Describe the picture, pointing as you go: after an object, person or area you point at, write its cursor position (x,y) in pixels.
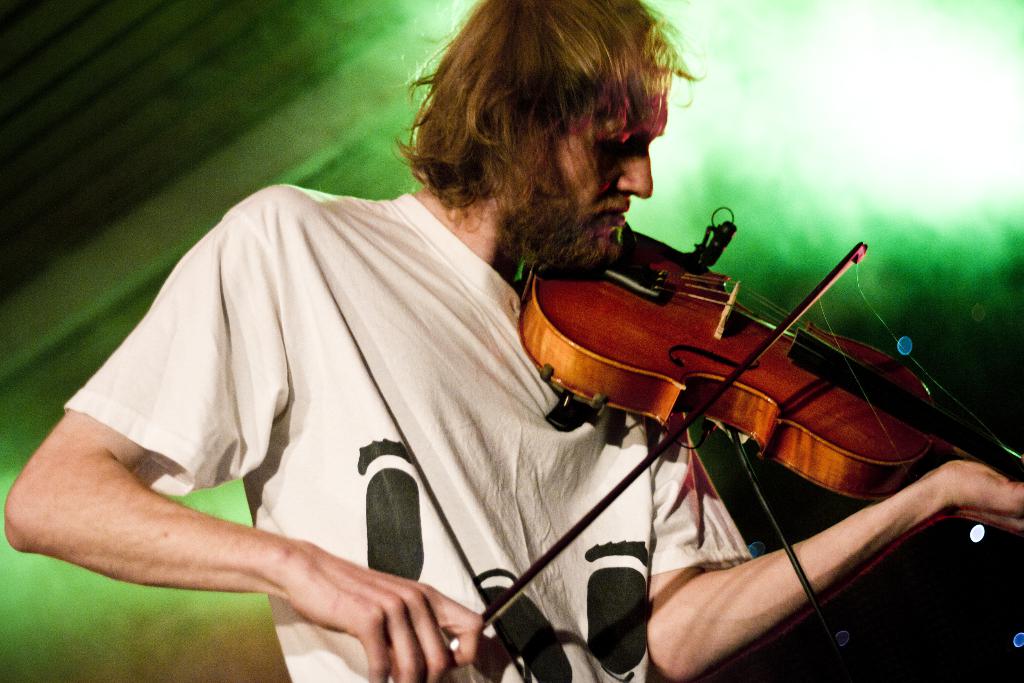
In this picture we can see man (538,94) holding violin (598,311) in his hand (945,499) and playing it and in background (393,127) we can see some green color light (760,133).
